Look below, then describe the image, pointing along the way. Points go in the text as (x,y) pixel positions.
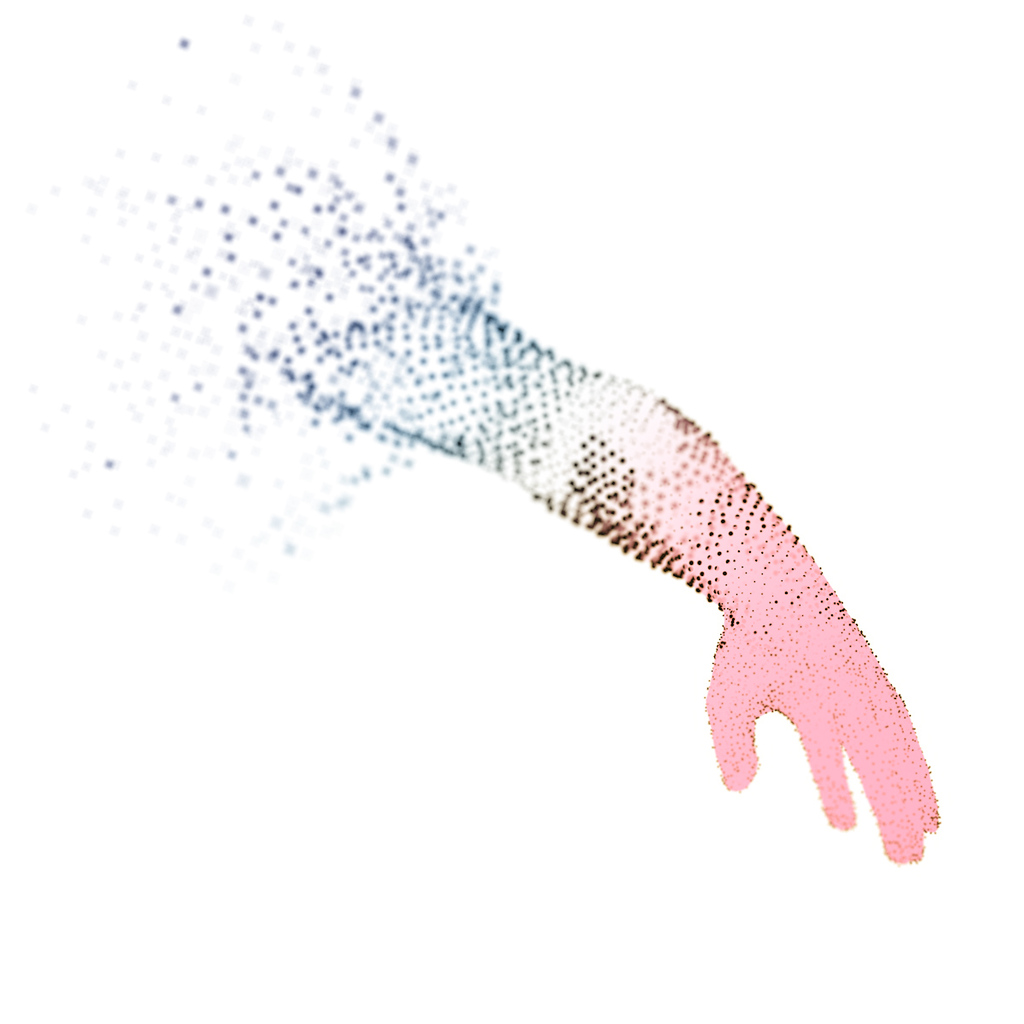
In this image I can see an art (478,328), in the art (502,320) I can see person hand (534,356) and background (644,911) is white.
